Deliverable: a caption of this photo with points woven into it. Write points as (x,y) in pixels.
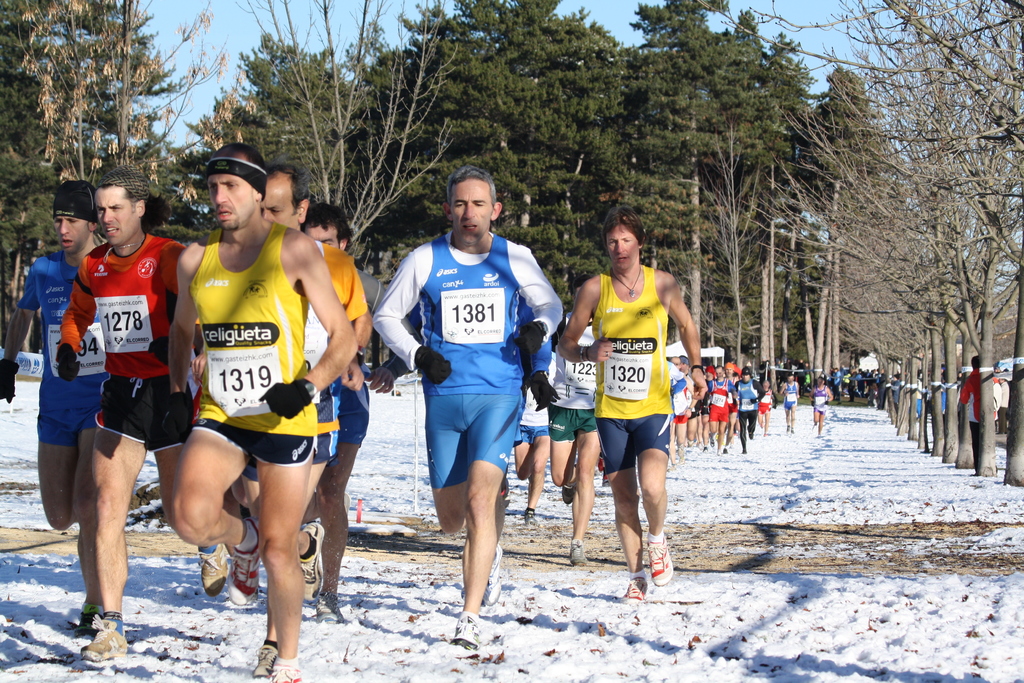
In this image there are people (567,427) running on the land (777,551) which is covered with the snow (655,628). Background (67,70) there are trees (38,222). Right side (844,373) there are people (897,375) standing on the land (1007,510). Top of the image (842,33) there is sky (779,22).
